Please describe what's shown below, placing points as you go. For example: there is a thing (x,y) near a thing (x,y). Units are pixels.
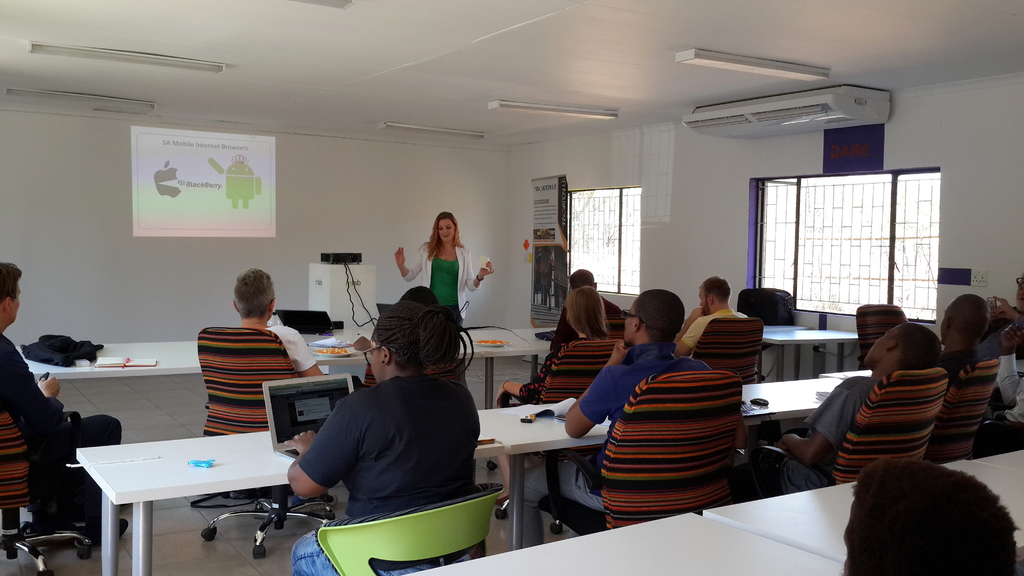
In this image there are group of people (43,427) sitting in chair (217,517) near the table (479,446) in the back ground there is hoarding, air conditioner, light (127,115), screen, projector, woman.
